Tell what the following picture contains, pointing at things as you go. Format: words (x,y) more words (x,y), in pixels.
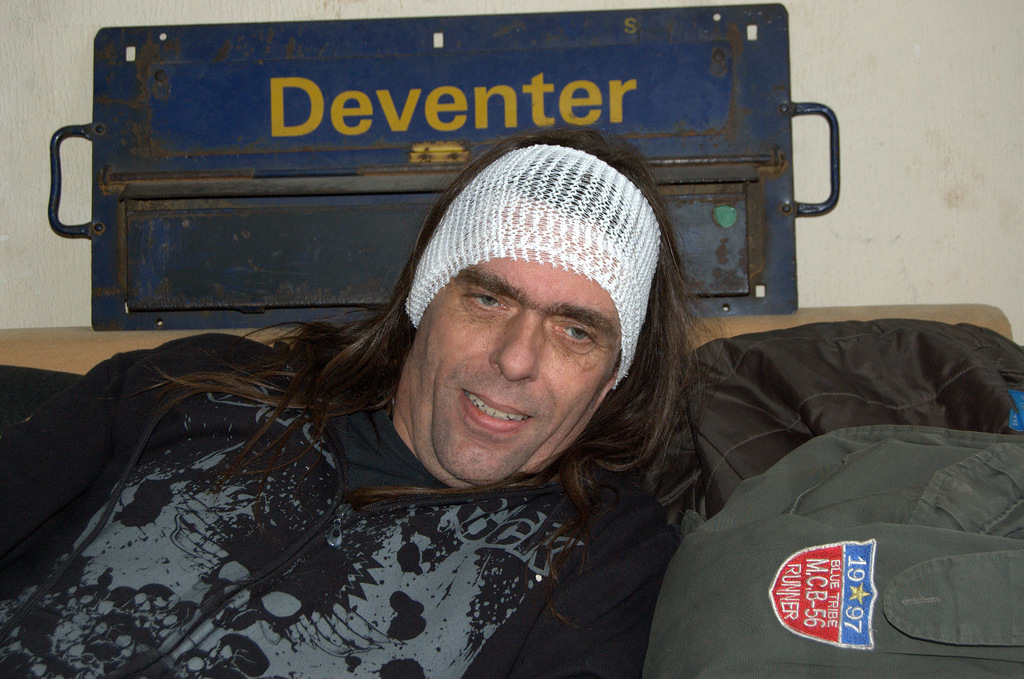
A man (637,446) is there, he wore black color coat (530,574) and a white color hair band (560,235), behind him there is an iron box (366,184).
